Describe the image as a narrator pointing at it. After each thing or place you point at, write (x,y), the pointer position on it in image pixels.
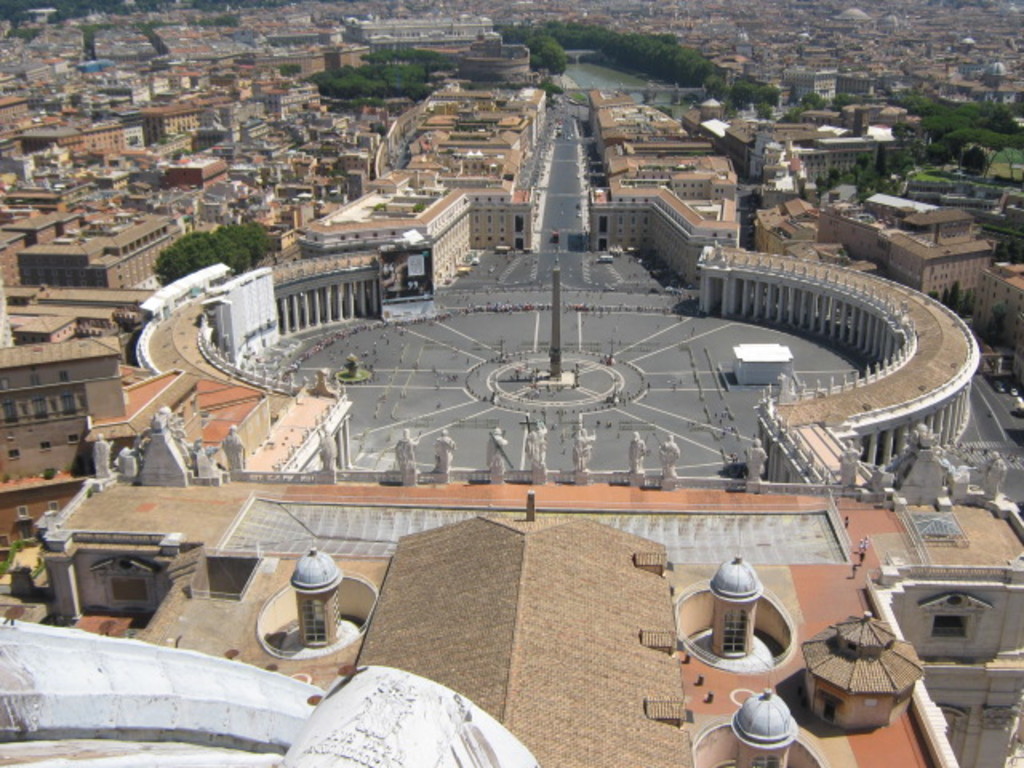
In this image we can see a group of buildings (611,122). On the backside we can see the water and some trees (545,25).
